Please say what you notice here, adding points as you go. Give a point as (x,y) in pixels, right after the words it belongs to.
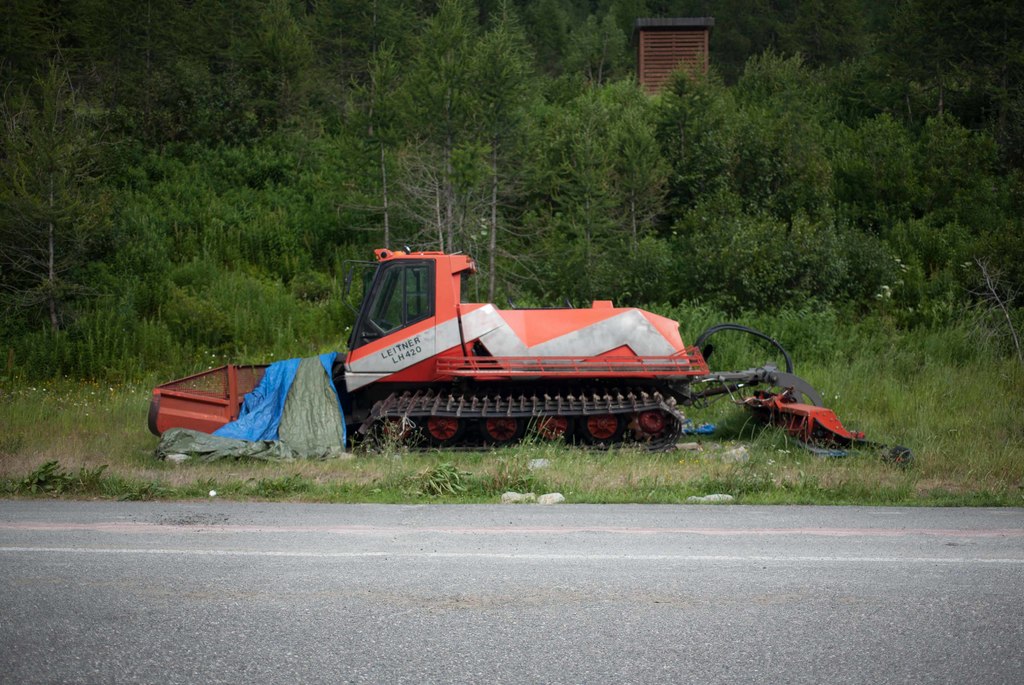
This picture is clicked outside. In the center (445,314) we can see a vehicle (438,410) seems to be a snow groomer (776,420) and we can see the grass (294,466), concrete road (838,545), plants (349,308), trees (702,132) and some other objects (652,32).
